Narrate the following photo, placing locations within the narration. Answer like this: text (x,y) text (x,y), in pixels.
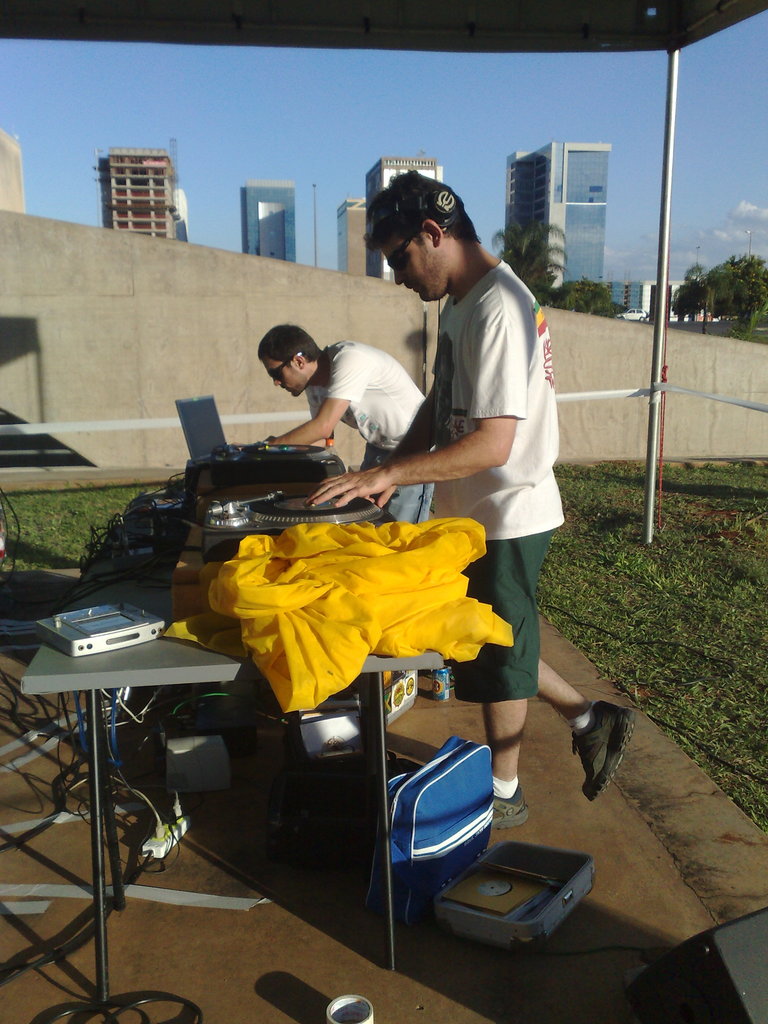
Far there are buildings (546,164) and trees (692,302). Under the tent (463,34) this two persons (469,276) are standing. In-front of this person's (381,440) there is a table (153,604), on a table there is a DJ (266,447), cloth (348,561) and device (131,622). Under the table (96,671) there is a bag (450,769).
